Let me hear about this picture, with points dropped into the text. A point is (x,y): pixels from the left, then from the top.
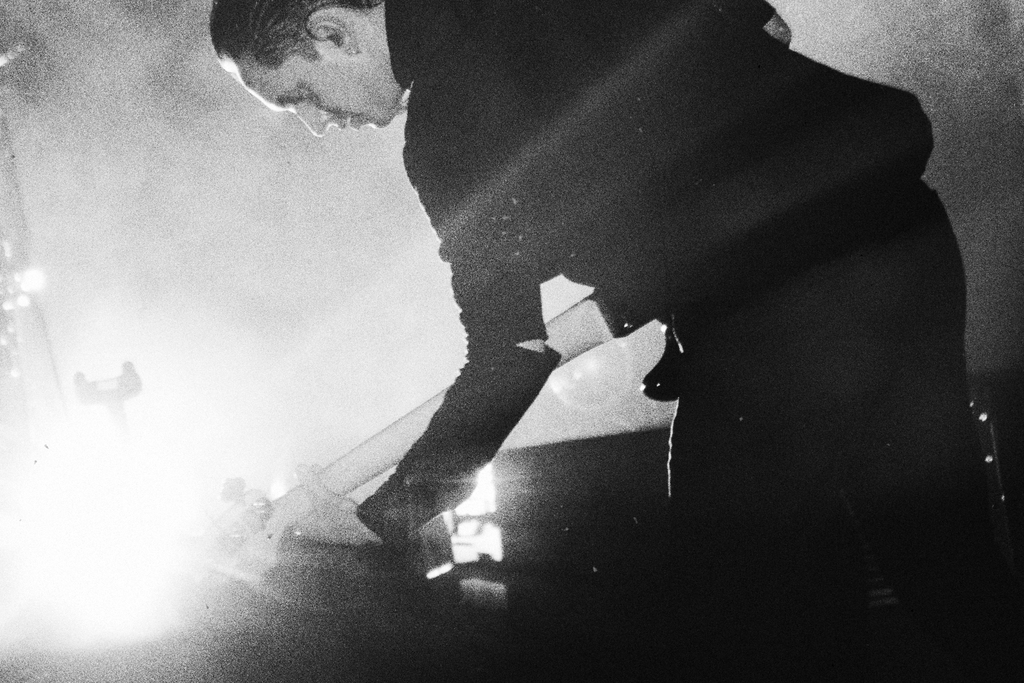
This is black and white picture where a person (814,395) is standing and playing guitar (593,334).
